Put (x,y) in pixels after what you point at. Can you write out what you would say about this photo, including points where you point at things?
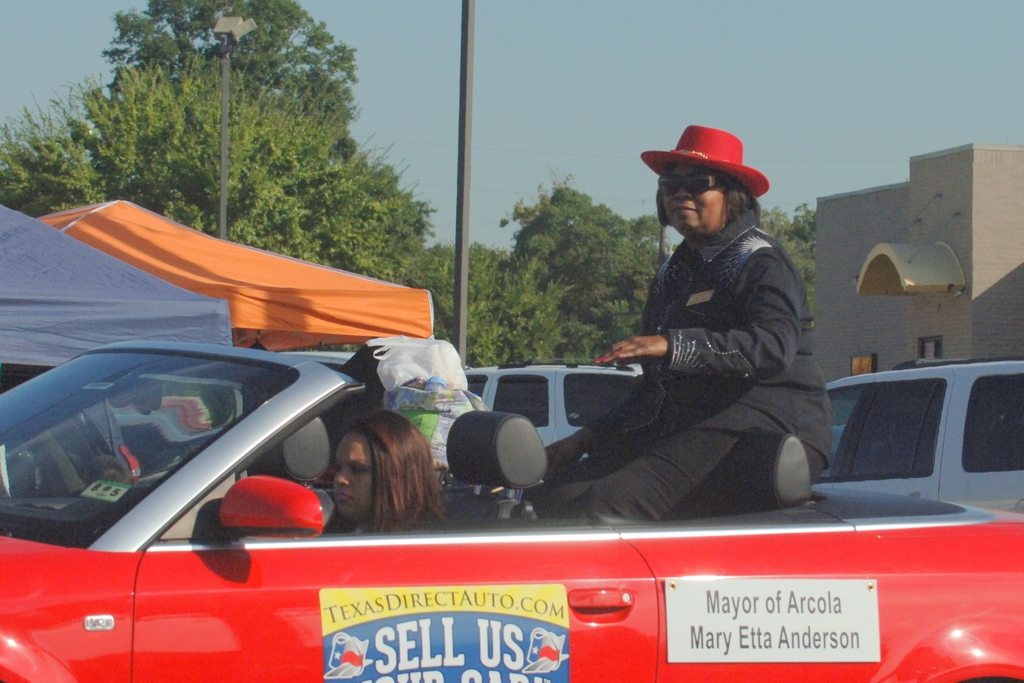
In the foreground (560,488) I can see fleets of cars (553,514) and group of people (578,488) on the road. In the background (348,158) I can see trees (265,144), poles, tents (221,311), houses (953,307) and the sky (527,188). This image is taken may be on the road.
